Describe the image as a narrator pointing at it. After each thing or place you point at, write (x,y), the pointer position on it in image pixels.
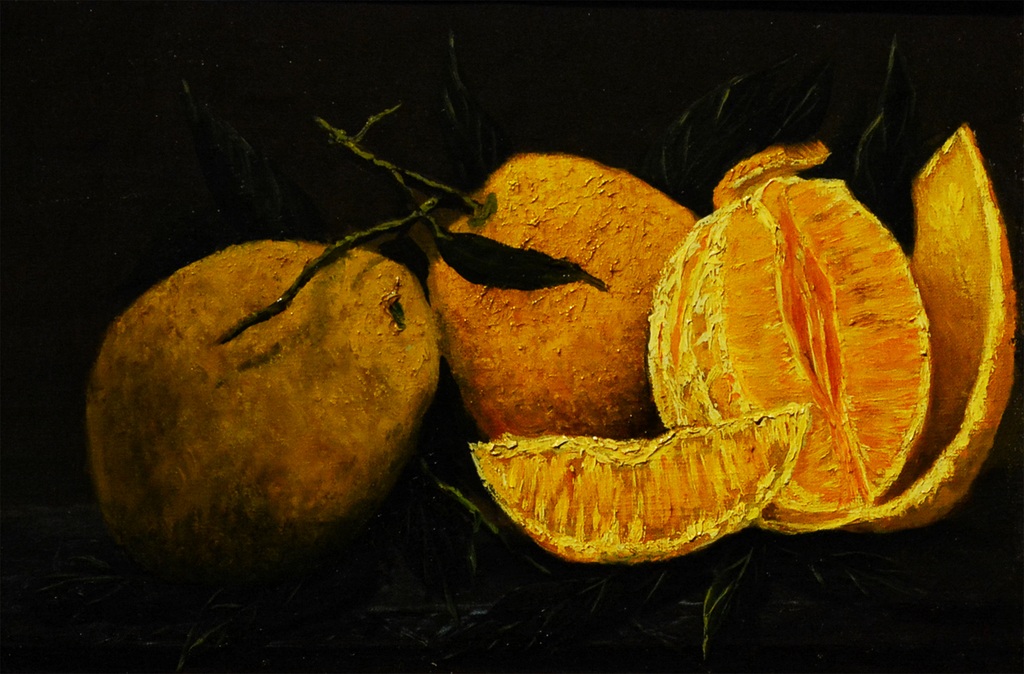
In this picture I can see the depiction image of oranges (628,177) and leaves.
